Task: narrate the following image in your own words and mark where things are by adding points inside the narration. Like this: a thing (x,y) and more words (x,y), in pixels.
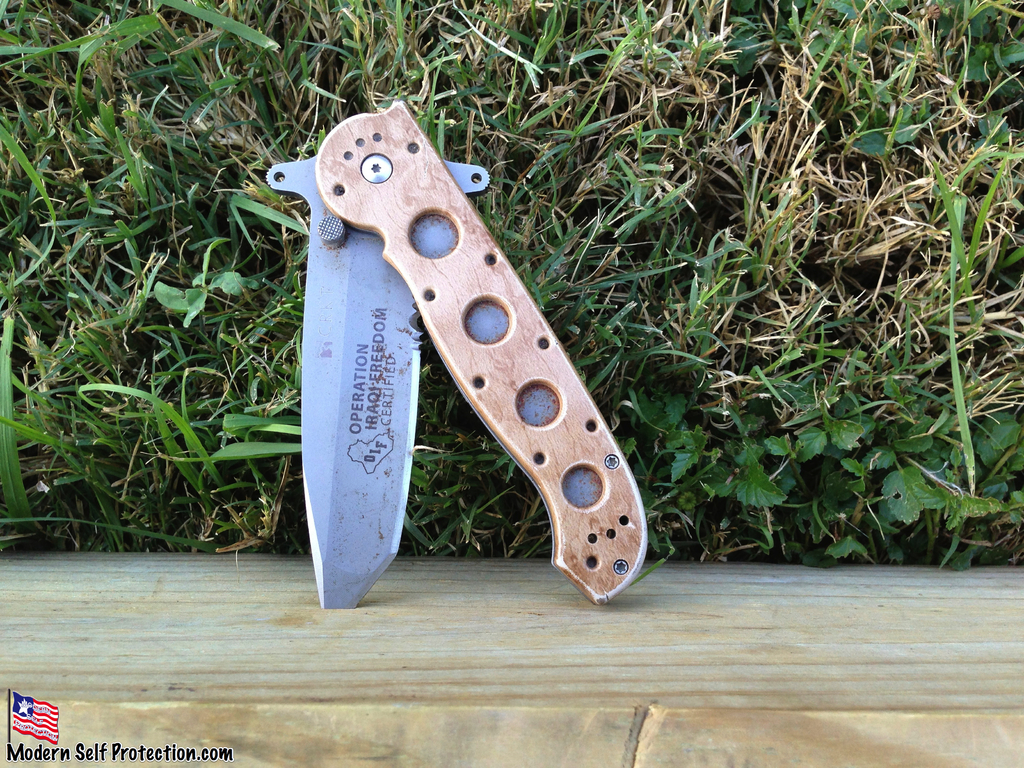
In the picture there is a knife (348,474) present on the wooden wall (688,685), there are grass plants (250,485) present.
